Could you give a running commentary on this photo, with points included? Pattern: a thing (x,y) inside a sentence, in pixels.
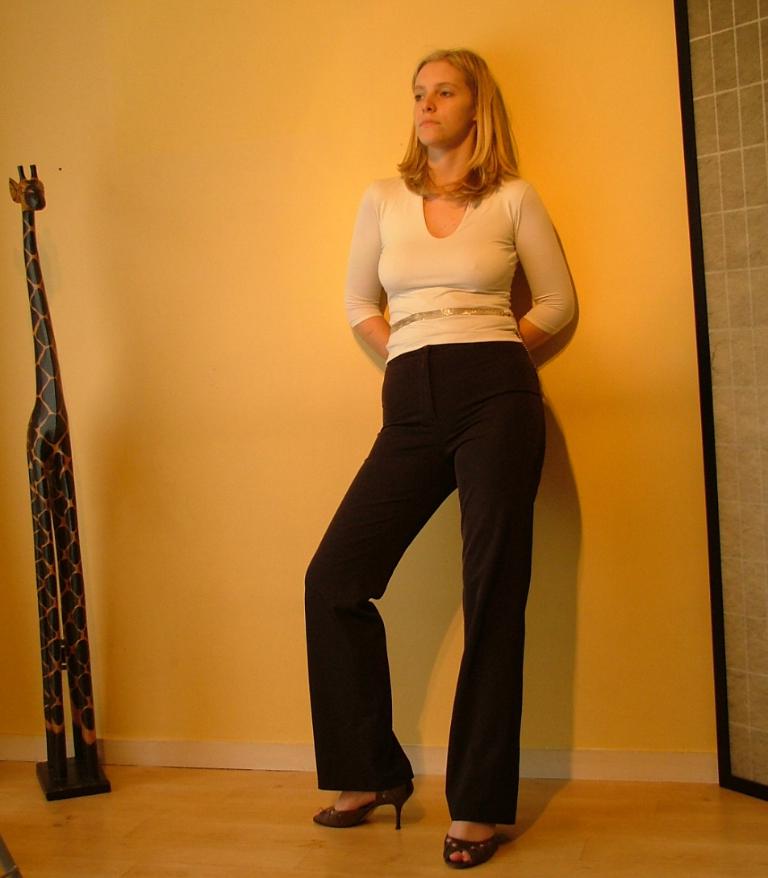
In this picture we can see a woman (377,643) standing. We can see objects (48,479) on both sides of the image. A wall (103,356) is visible in the background (225,311).
